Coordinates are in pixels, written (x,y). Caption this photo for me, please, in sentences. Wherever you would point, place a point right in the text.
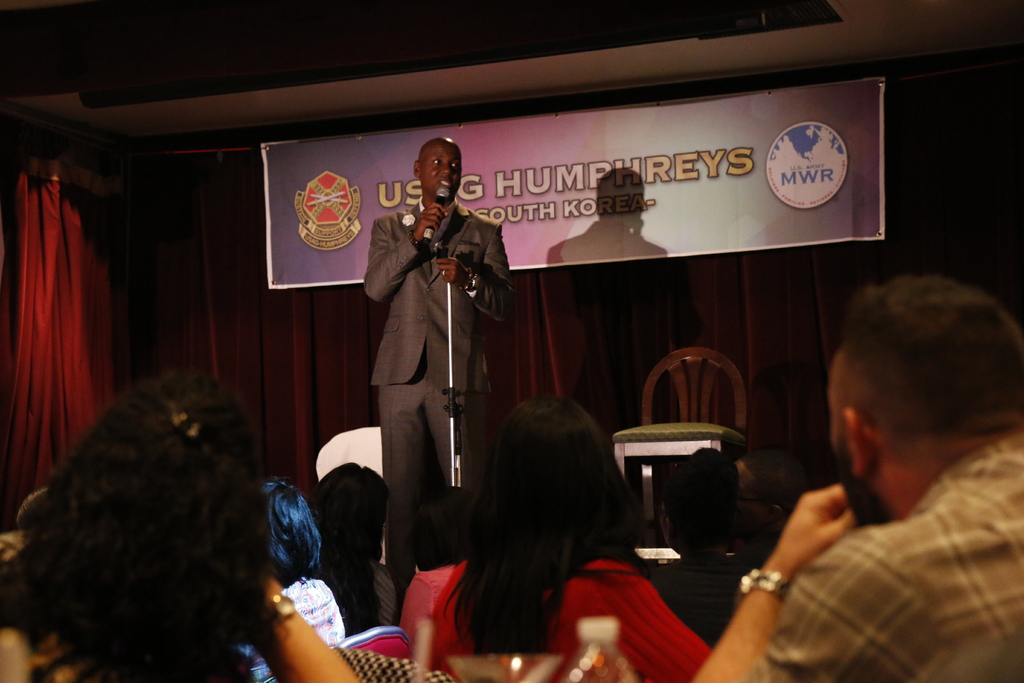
In this image we can see a person (468,240) holding a microphone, on the stage (353,381) which contains a chair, a poster (869,224) which has some text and logo (789,192) on it and in front of him there are audience (199,431).
